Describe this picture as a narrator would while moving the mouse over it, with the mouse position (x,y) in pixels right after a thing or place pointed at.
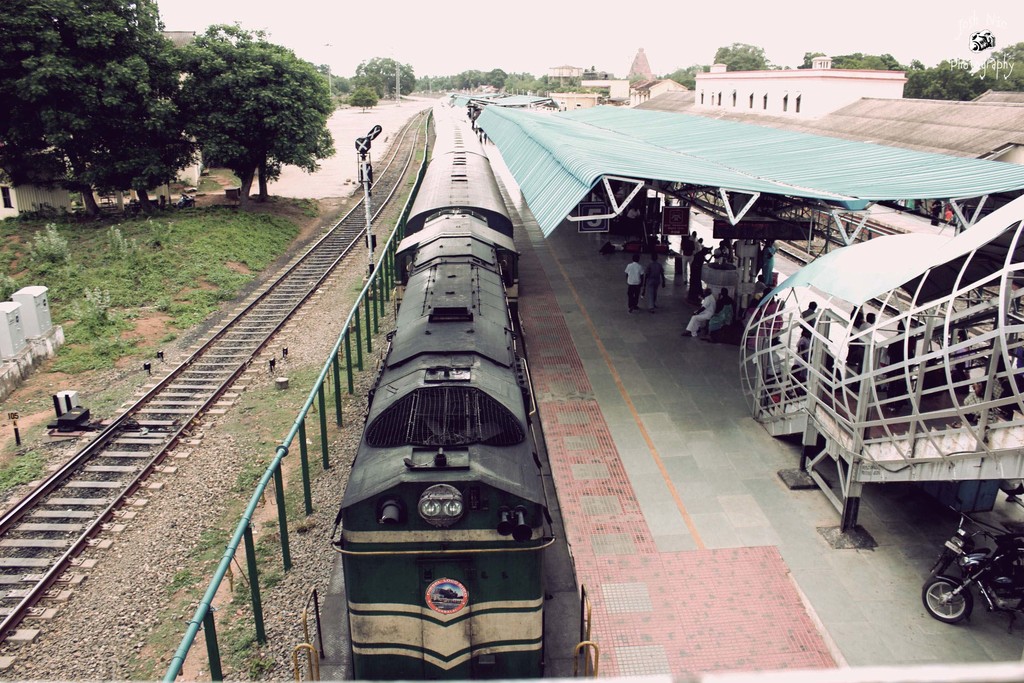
In this image we can see a locomotive (432,324) which is on platform (577,415) at the right side of the image (774,365) there are some persons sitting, standing on the platform (721,335) there is station (760,114), trees (907,88) and at the left side of the image (219,160) there is another track (344,230), railing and also trees (125,88).
